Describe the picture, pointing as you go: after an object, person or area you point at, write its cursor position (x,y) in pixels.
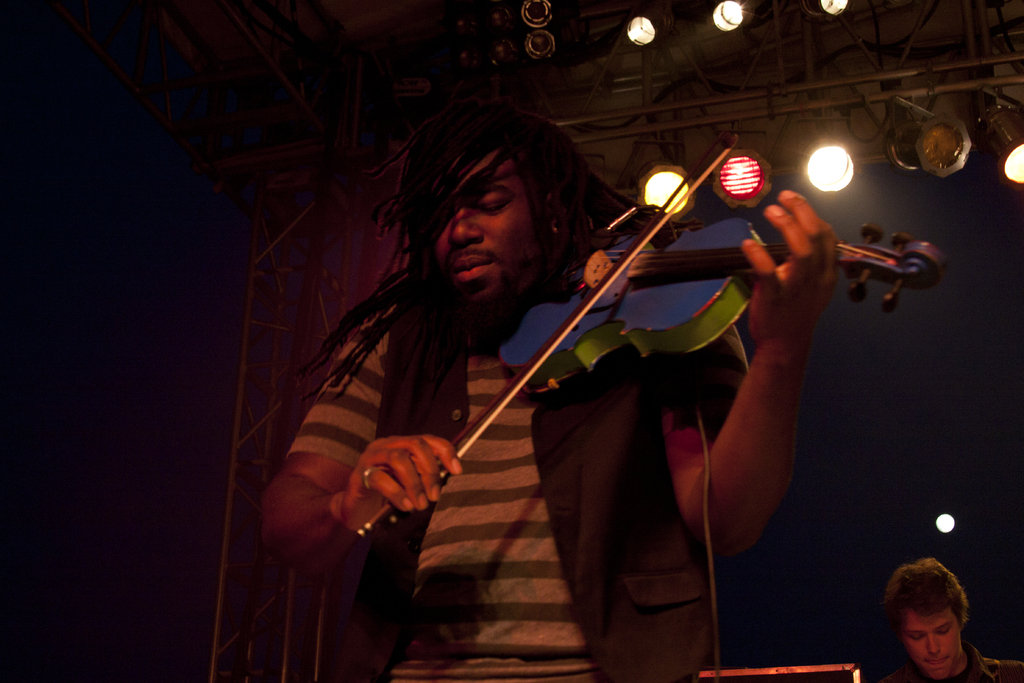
In this picture we can see a man (401,205) holding a violin (625,286) with his hands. In the background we can see a person (965,676), lights (924,143), some objects (707,103) and it is dark.
